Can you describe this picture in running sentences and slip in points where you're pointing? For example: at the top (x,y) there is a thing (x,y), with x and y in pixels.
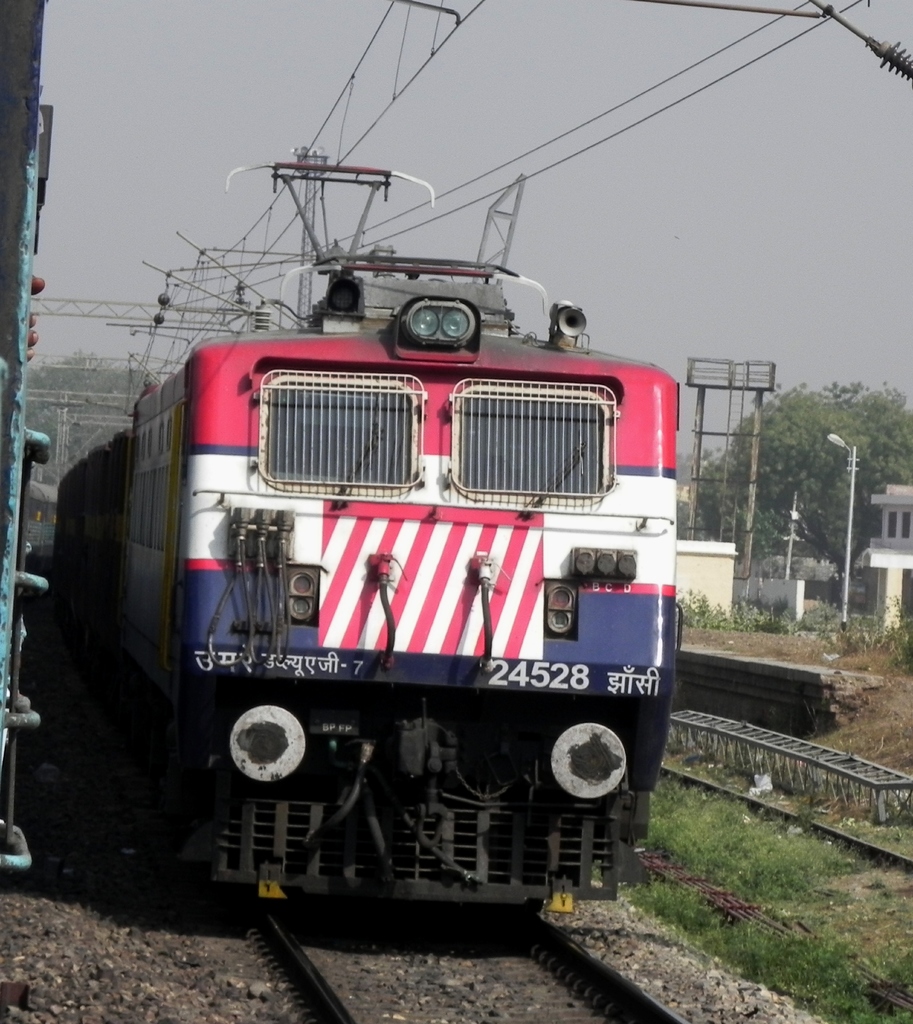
In this picture we can see a train (319,570) on a railway track (499,1023), beside this train (604,787) we can see a building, shed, trees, grass (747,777), electric poles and some objects (803,749) and we can see sky (758,204) in the background (768,226).
